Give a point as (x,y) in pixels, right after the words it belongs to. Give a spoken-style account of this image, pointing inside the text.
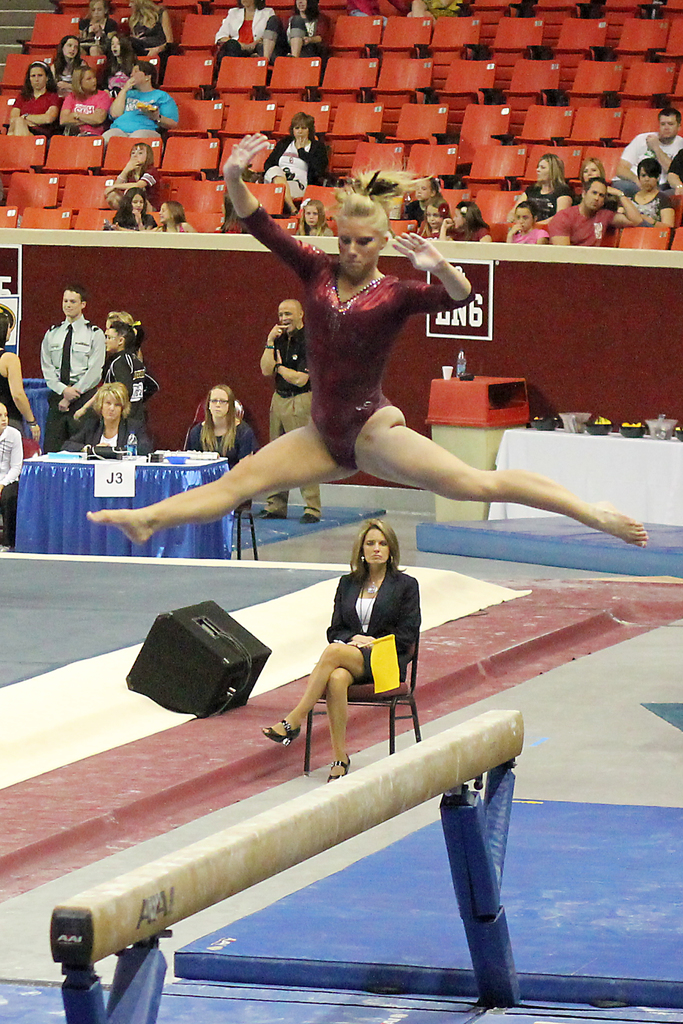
In this picture there is a woman (321,357) wearing red color top (344,430) is doing a gymnastic in Olympic stadium ground (399,711). Behind there is a woman (402,639) wearing black color suit (400,638) is sitting on the chair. Beside there is a black speaker (243,683). In the background (649,28) there is a group of people (152,88) as the audience (590,162) sitting on the red color chairs (581,163) and watching the game.
